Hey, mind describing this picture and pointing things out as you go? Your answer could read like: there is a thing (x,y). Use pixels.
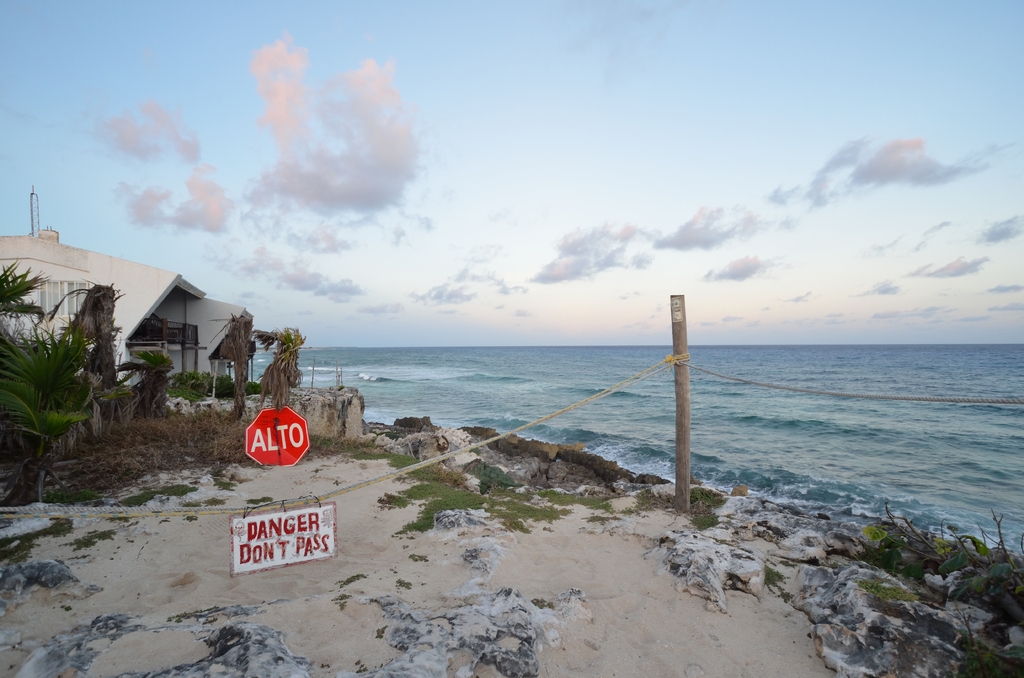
In this picture we can see signboard (270,538) on a rope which is tied to the pole (686,380). There is another signboard (275,444) on the ground (10,524). We can see few plants (147,353) and a building (226,361) on left side (244,318). We can see some waves (693,453) in water (624,442). Sky (480,158) is cloudy.
